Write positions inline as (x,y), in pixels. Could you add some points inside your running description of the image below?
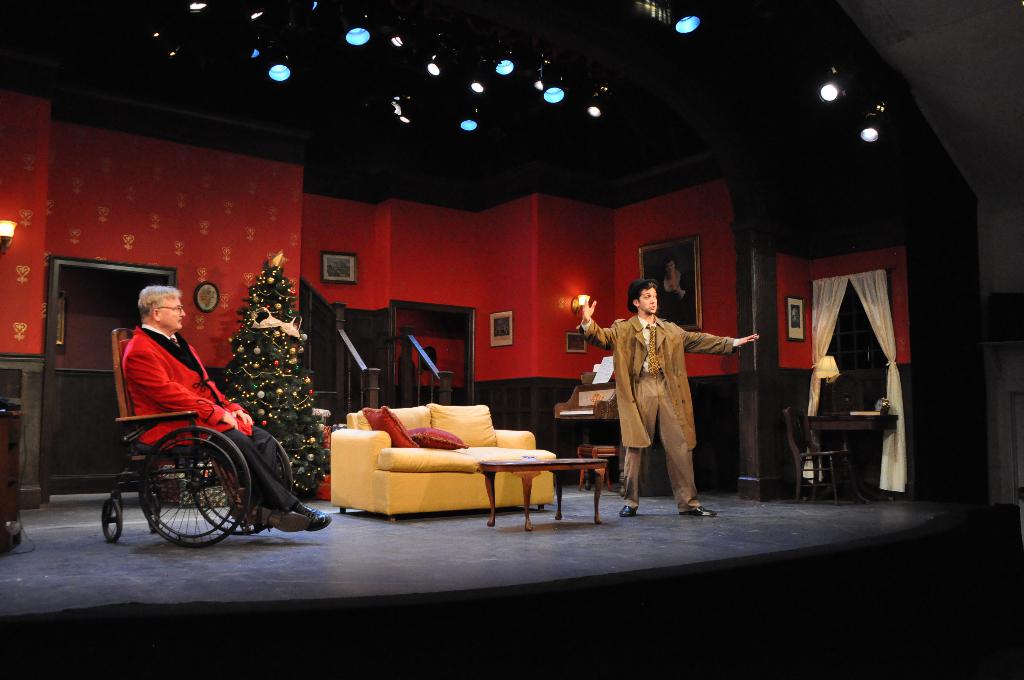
In the picture we can see a two men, one man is sitting in the wheel chair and one is standing on the floor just beside to him we can find a sofa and we can find some pillows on it and we can also find a table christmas tree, red walls (347,219), clock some paintings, photo frames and in the ceiling (157,83) we can find some lights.
